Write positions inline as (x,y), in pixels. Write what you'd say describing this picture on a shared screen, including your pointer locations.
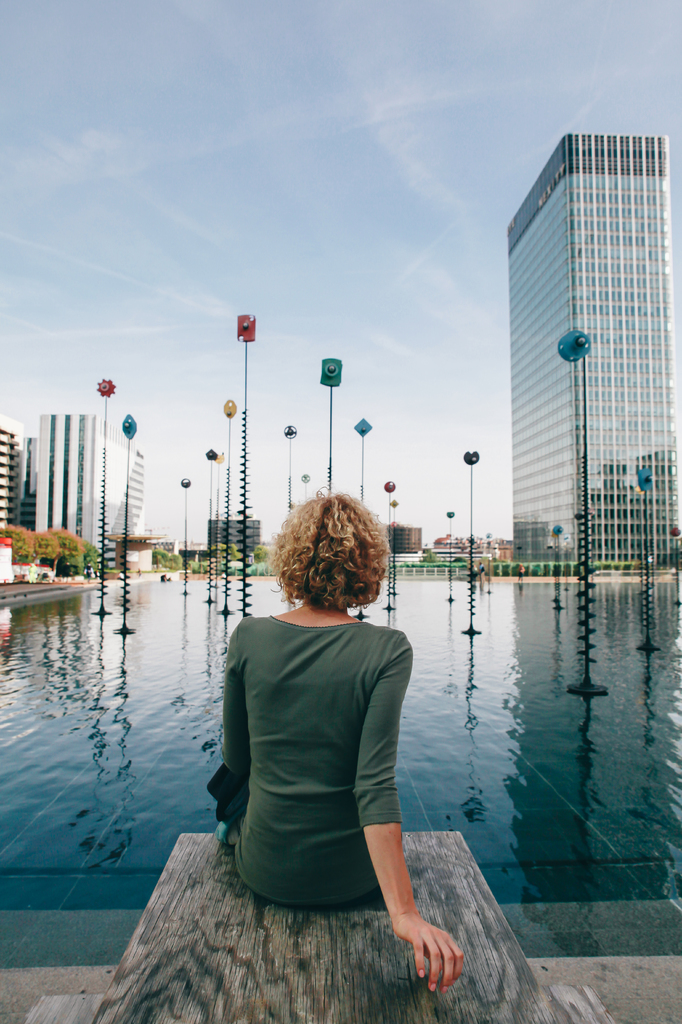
There is a woman (322,664) in thick green color t-shirt (350,693) sitting on a wooden surface (178,847) and keeping one hand (439,952) back. In the background (505,767), there is water (124,673) in which there poles (570,354), there are trees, buildings (50,446) and clouds (422,508) in the blue sky (205,247).
